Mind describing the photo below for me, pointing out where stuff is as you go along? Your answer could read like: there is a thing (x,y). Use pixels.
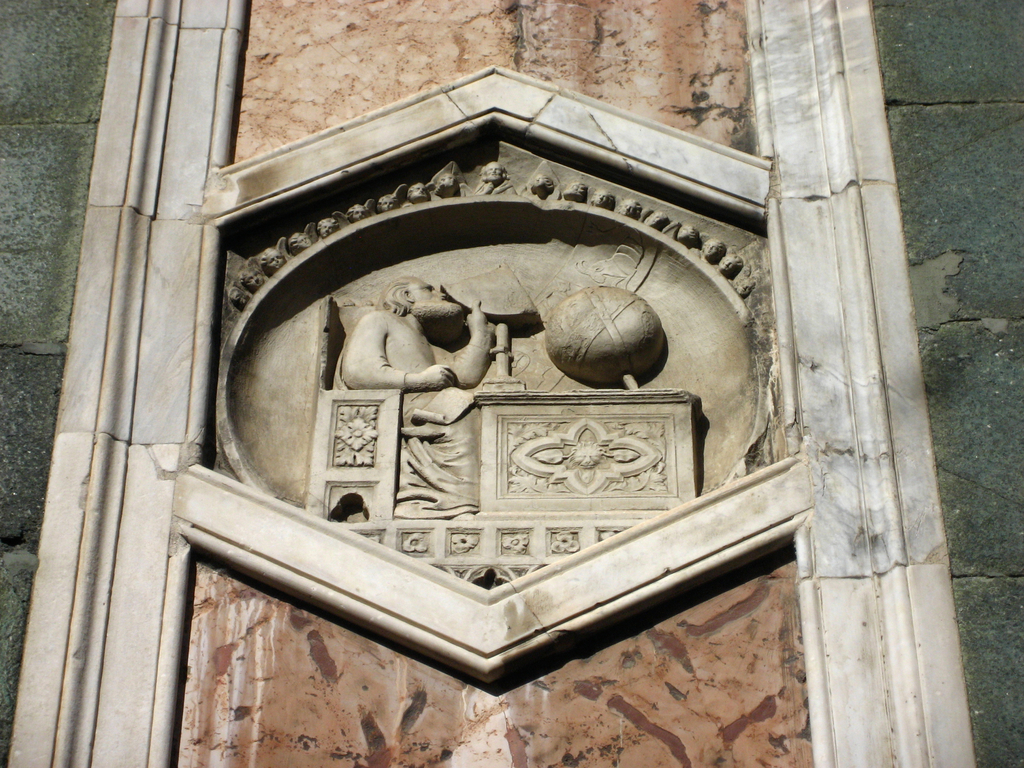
In this picture I can observe carving (394,419) on the wall (922,56). The wall (88,237) is in grey color.
